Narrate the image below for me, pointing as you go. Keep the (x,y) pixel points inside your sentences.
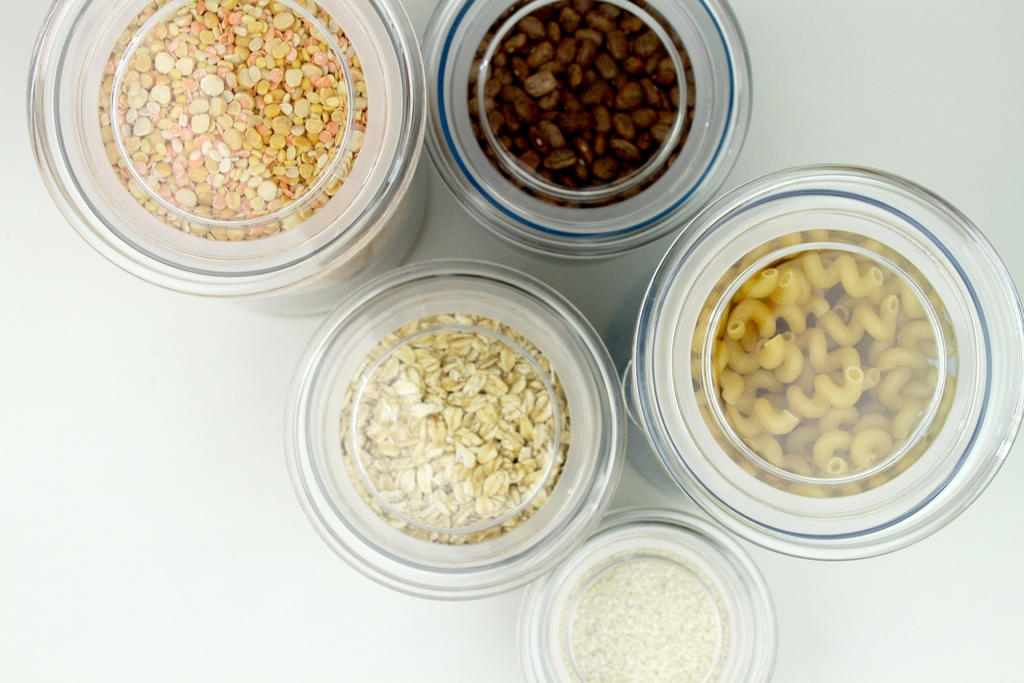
In this picture I can observe grains (301,208), coffee beans (534,153) and other food items (816,294) placed in the small containers (566,199). These are placed on the white color surface (210,404).
